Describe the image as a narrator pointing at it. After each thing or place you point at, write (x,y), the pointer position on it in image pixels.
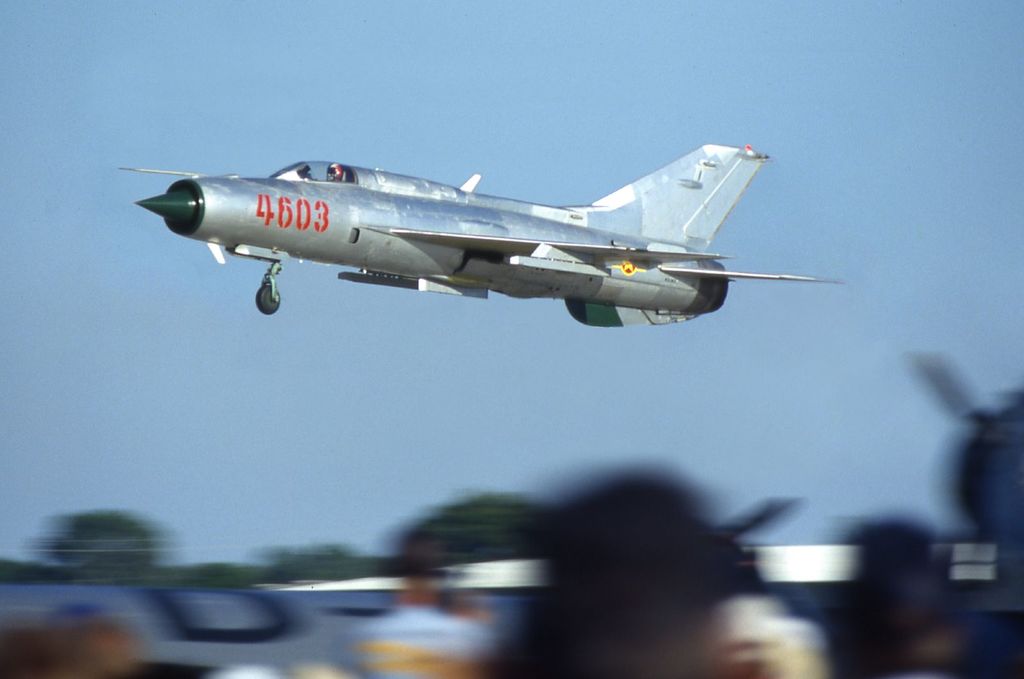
Aircraft (354,246) is in the air. Front image is blur. Background (772,5) we can see the sky (523,428).
